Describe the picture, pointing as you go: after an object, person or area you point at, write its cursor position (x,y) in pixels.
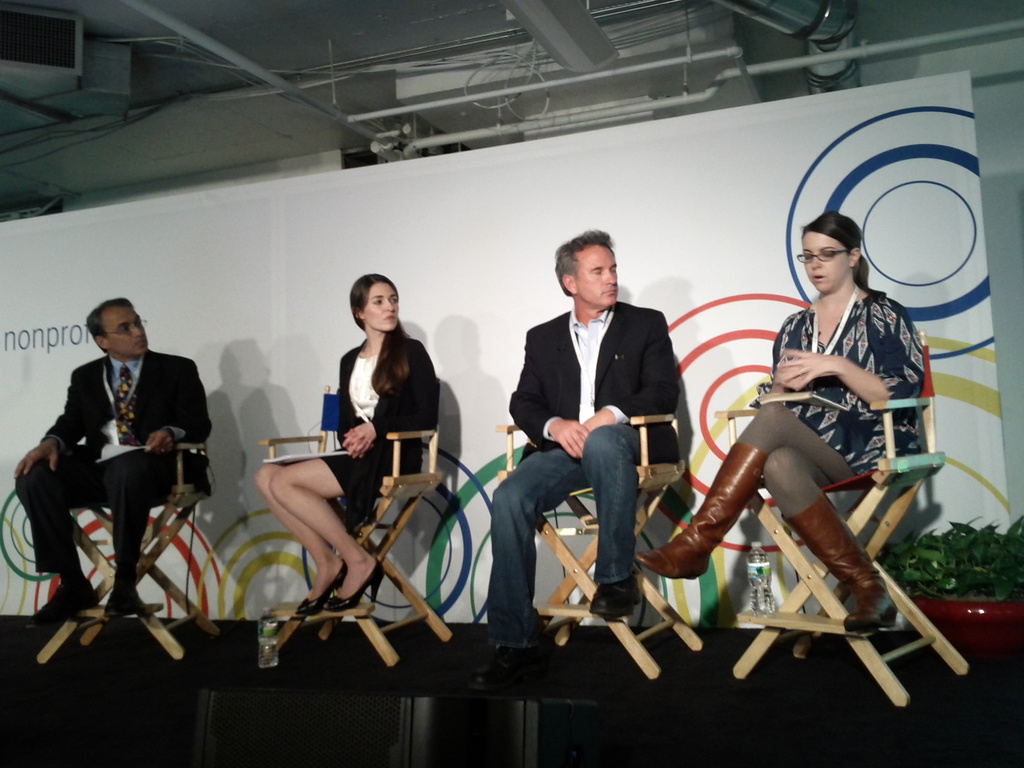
there are two men (611,535) and two women (371,397) sitting on a chair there is a banner (460,168) back of them there is a house plant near to them there are some bottles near to them.
